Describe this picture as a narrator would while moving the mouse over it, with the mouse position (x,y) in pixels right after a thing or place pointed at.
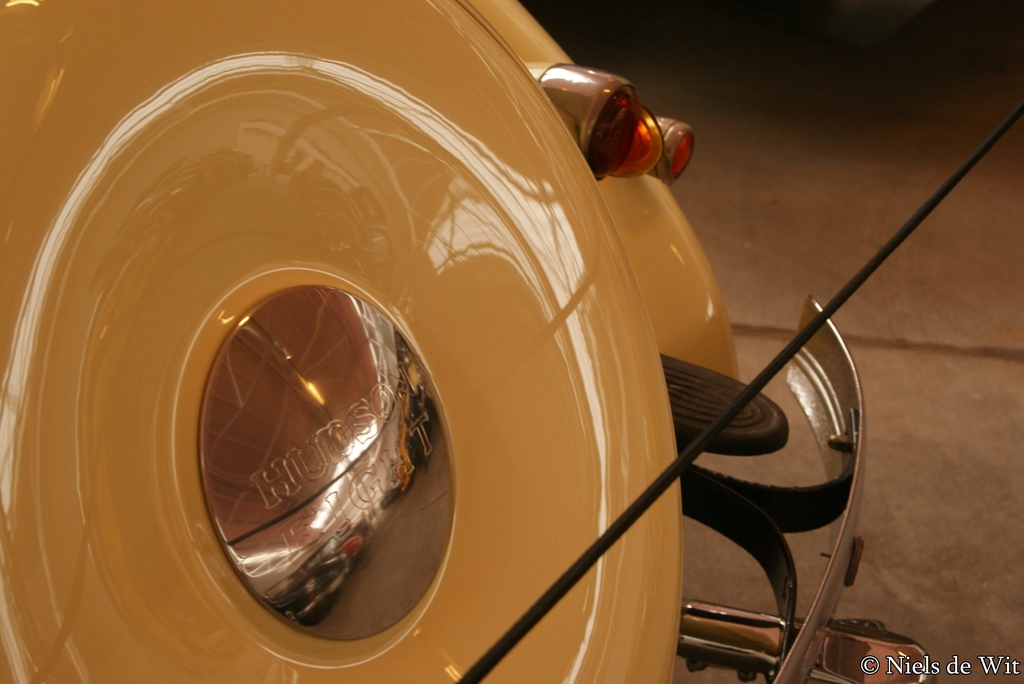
In this image we can see a car (448,485). There is some reflection (397,498) of the interior (401,571) of the shed (333,468) on the car surface (297,512) in the image.
